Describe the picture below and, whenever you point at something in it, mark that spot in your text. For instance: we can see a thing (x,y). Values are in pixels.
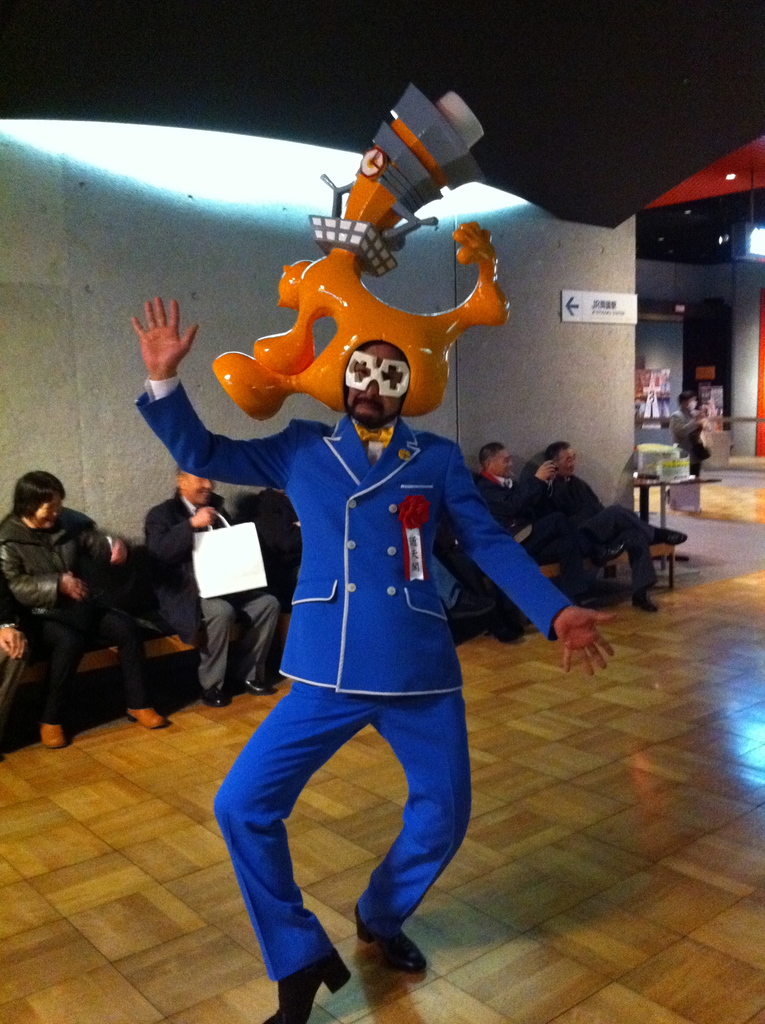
There is a man (304,681) in motion and wore costume (384,554) and there are people (540,541) sitting on bench (148,651) and this man (193,609) holding a bag (239,586). We can see board (565,300) on a wall (523,304). In the background (663,476) we can see objects (671,450) on the table (673,479), person (688,412), lights (750,253) and few objects (654,386).
